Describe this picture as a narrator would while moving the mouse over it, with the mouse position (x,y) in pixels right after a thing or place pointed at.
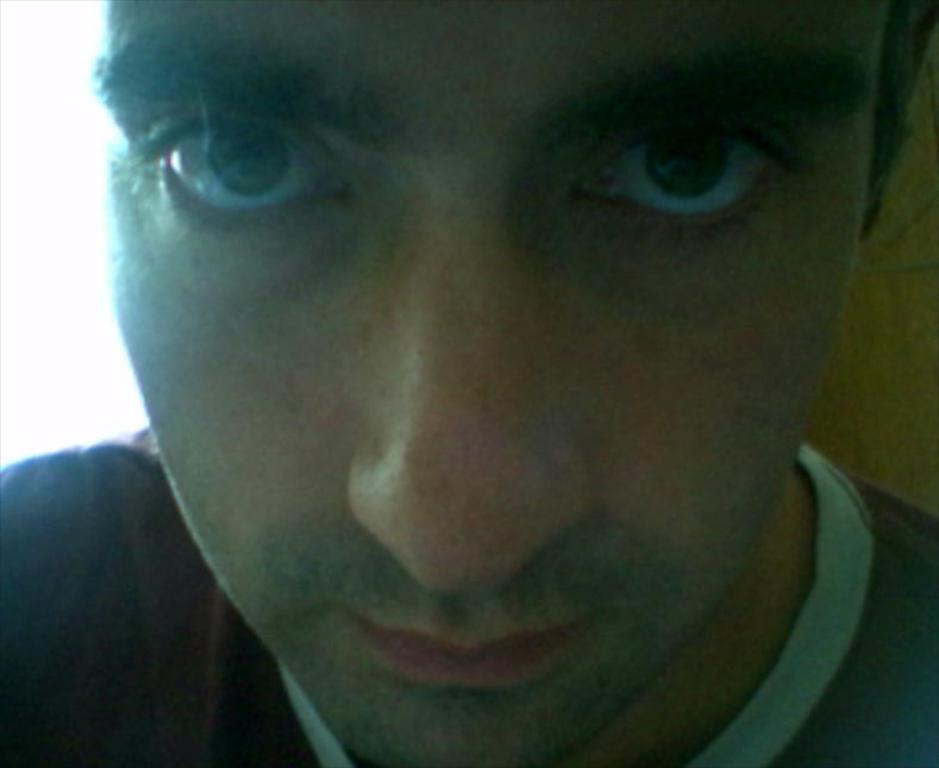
In this picture, we see a man (352,332) in black T-shirt (125,587). We can see the eyes (212,171), nose (400,408) and mouth (395,658) of the man (559,475). Behind him, we see a wall (873,434). On the left side (67,238), it is white in color.
